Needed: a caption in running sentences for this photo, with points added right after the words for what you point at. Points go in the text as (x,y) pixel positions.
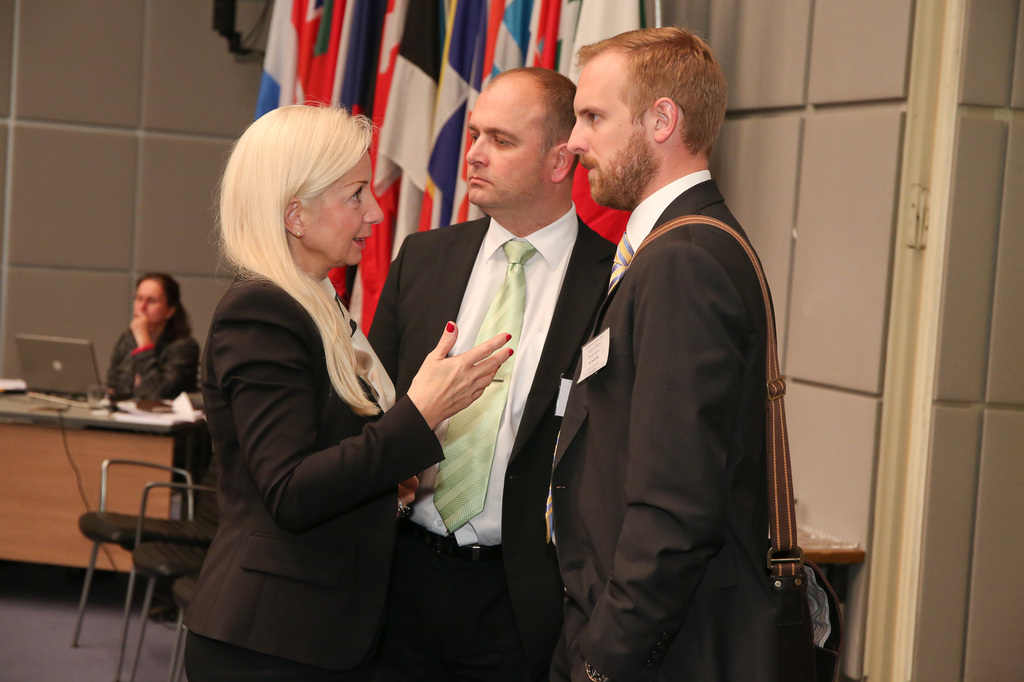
There are four persons (403,409) are in a room (449,270). The three persons (286,245) are standing. In the left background we have a woman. She is sitting on a chair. There is a table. There is a laptop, paper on a table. We can see in background (416,117) flag (410,137), cupboard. In the right side (729,464) we have a black shirt person (704,456). He's wearing a bag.
